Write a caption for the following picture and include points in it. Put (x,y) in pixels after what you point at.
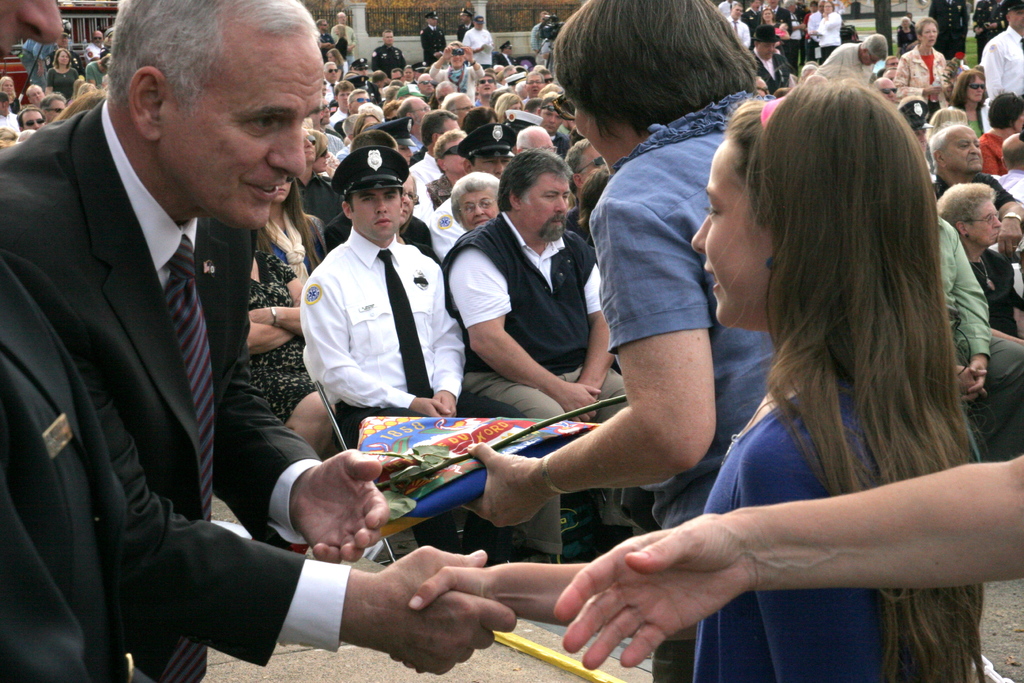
Here in this picture in the front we can see an old man (176,293) wearing suit (156,334) on him is greeting a child (749,422) present in front of him over there and both of them are smiling and beside them we can see a woman (655,425) standing and she is holding something and in front of her we can see number of people (469,69) sitting on chairs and some of them are wearing uniforms (441,208) and caps (361,188) on them over there.
